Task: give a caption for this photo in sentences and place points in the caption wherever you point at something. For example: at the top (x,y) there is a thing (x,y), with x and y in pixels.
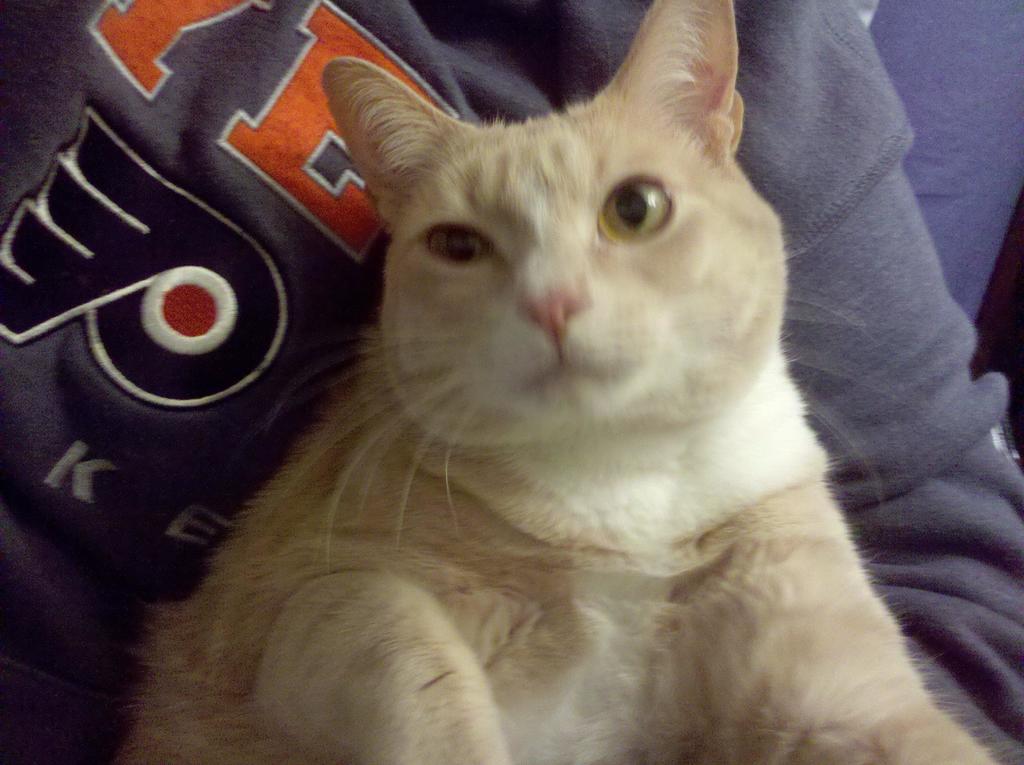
In this image, I can see a cat (621,612) sitting, which is white in color. I think this is a person (407,41).
